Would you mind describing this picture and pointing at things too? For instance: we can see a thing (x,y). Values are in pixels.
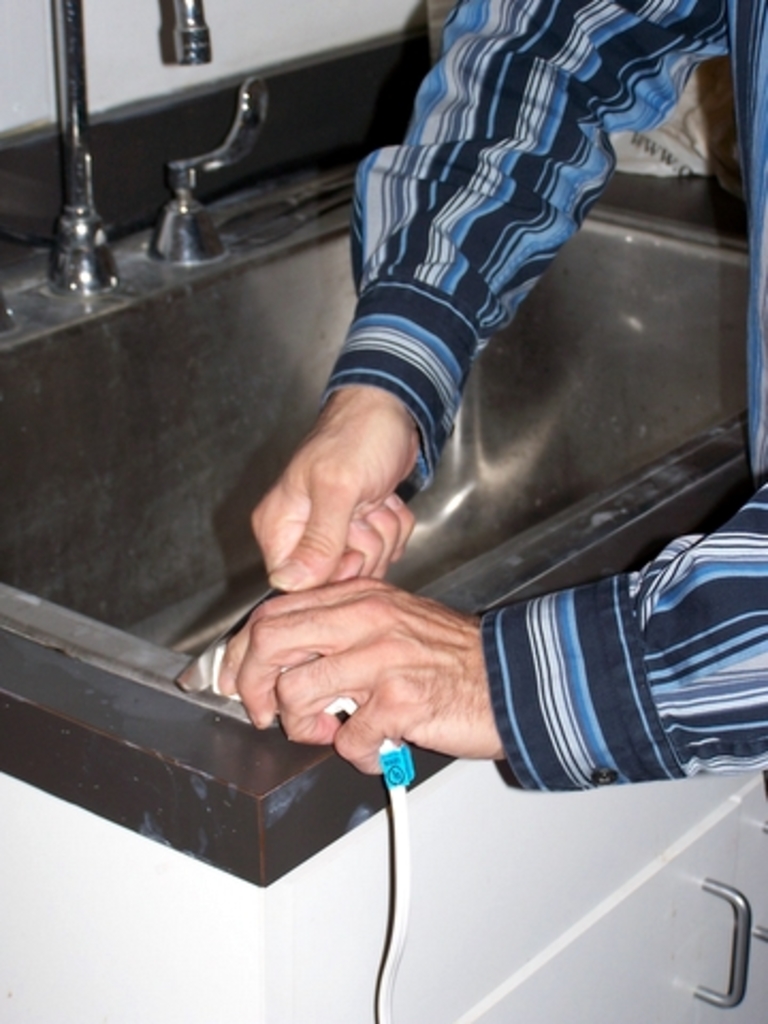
In this image we can see the hands (375,592) of a person (459,707) holding cable (391,792) in one hand (299,677) and on the other hand (296,544) he is holding a knife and he has placed his hand (366,607) on the top of the sink (347,313) with taps (183,220), below the sink (197,438) there are cupboards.
